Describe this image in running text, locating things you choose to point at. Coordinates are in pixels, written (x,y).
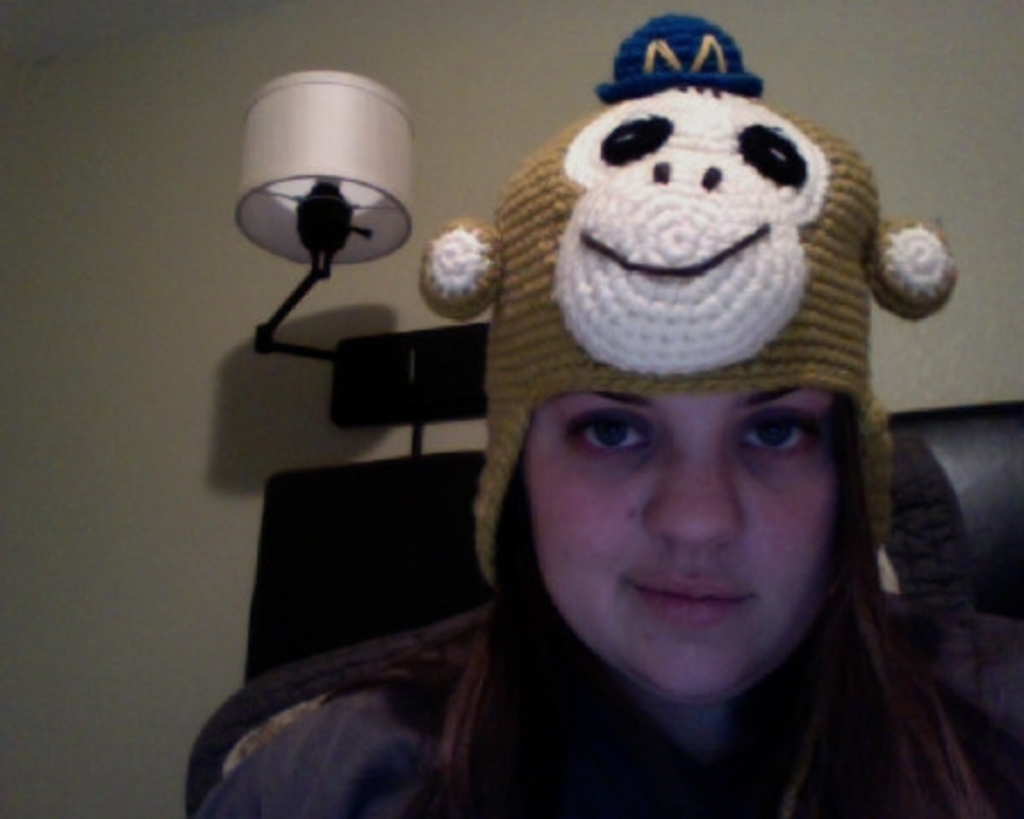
A woman (738,523) is looking at this side, she wore monkey cap (793,270). In the left (341,324) there is a lamp (239,214) on the wall (246,377).
